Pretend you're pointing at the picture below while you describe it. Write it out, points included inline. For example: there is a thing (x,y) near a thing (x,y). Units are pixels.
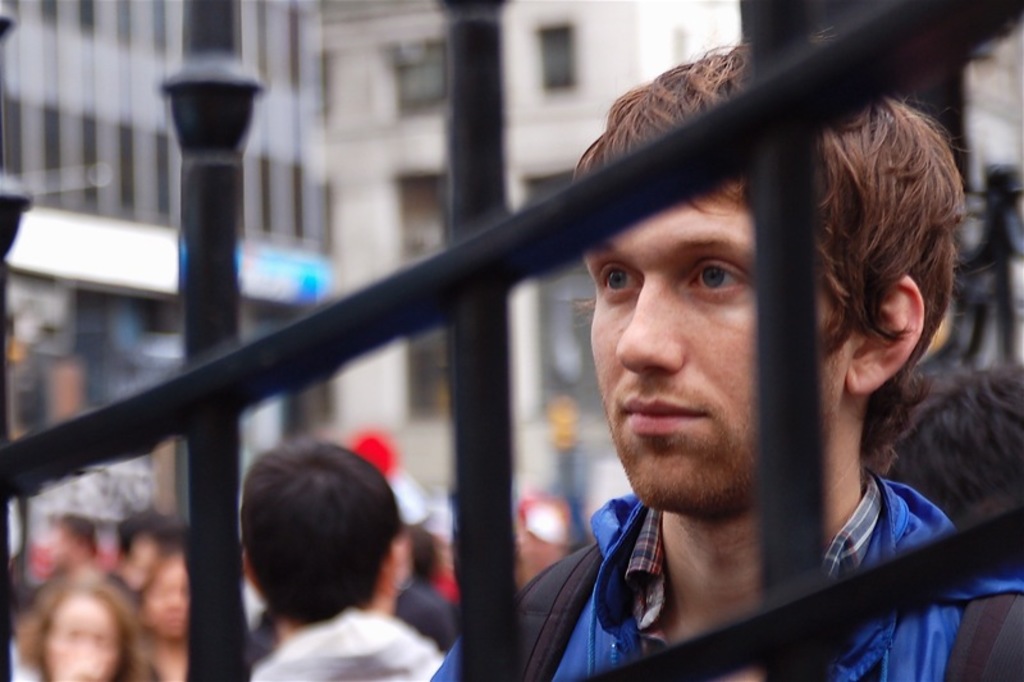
In the background (421,68) we can see the buildings (631,74) and its blur. In this picture we can see the people (431,536). We can see black grills (742,159) and we can see a man (658,526) wearing a blue jacket (907,535).
